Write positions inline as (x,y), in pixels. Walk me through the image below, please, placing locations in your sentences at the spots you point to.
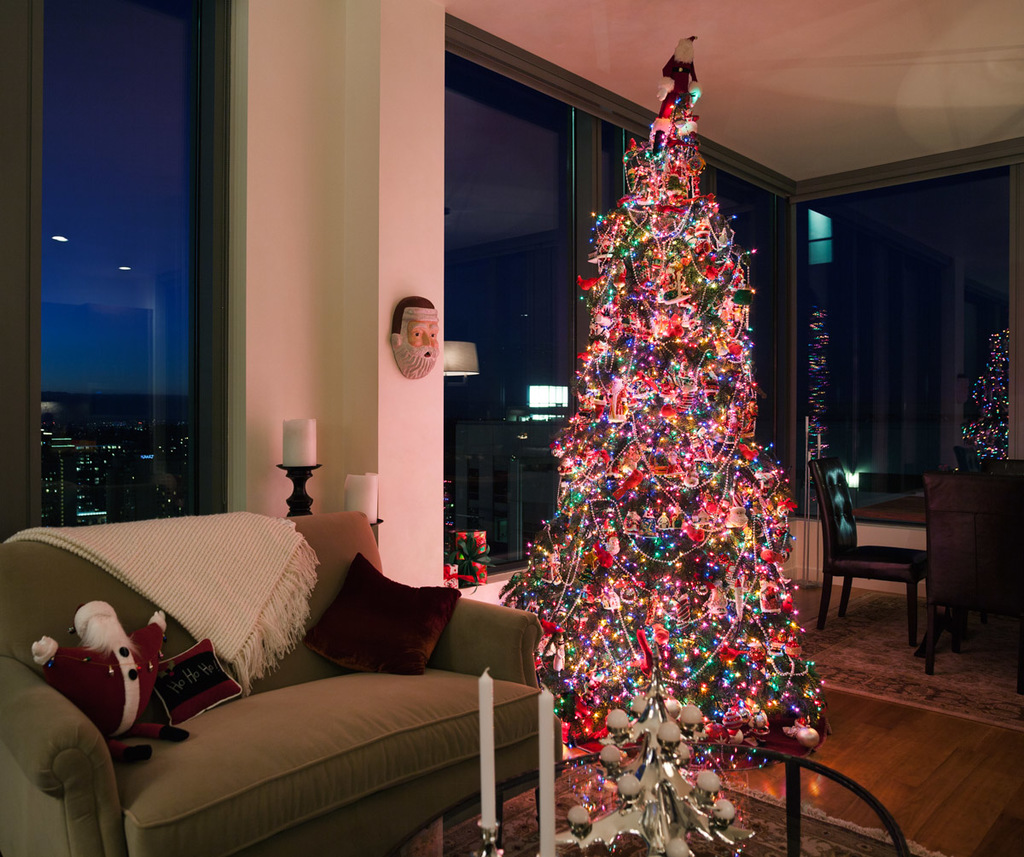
In this image i can see a christmas tree (585,736), two candles (545,792), a couch (372,681), pillow (408,655) at the back ground (342,344) i can see a wall (331,310) and a glass door (128,310).
